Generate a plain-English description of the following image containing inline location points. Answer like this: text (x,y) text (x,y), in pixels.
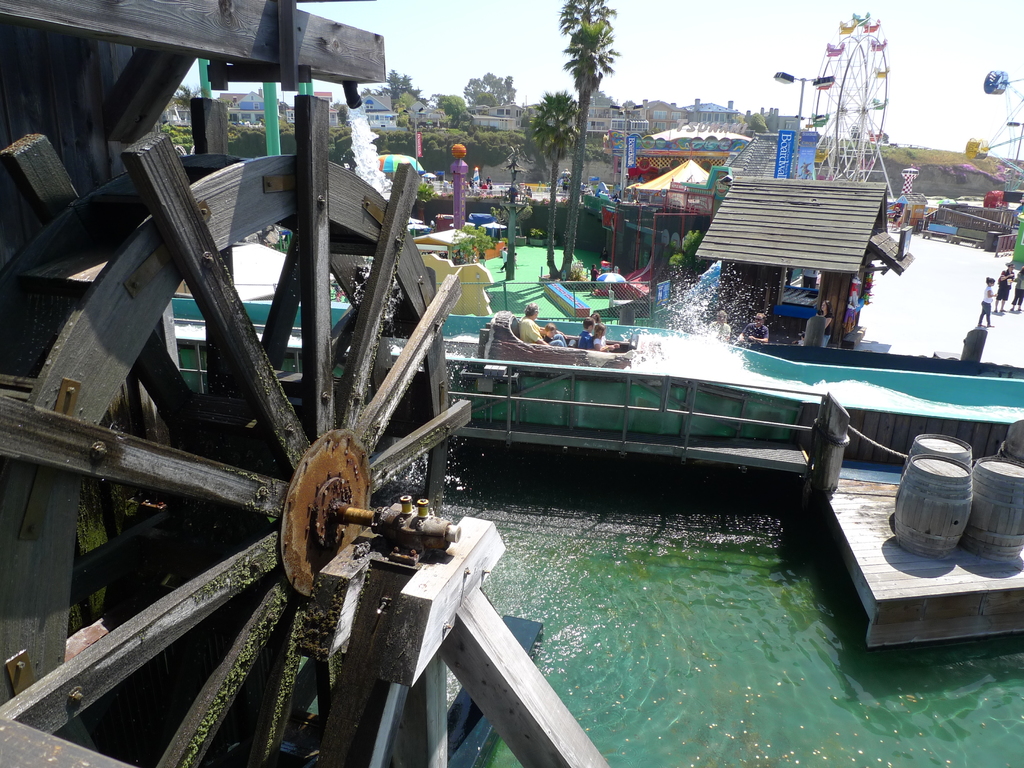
In this image I see the wheel (247,322) over here and I see the water (715,599) and I see 3 barrels (931,512) over here and I see the slide (662,348) and I see few persons (556,331) on this thing (502,323) and in the background (743,174) I see number of rides (705,138) and I see a giant wheel (862,104) over here and I see number of trees (396,97) and I can also see number of buildings (709,114) and I see the sky (732,49).
